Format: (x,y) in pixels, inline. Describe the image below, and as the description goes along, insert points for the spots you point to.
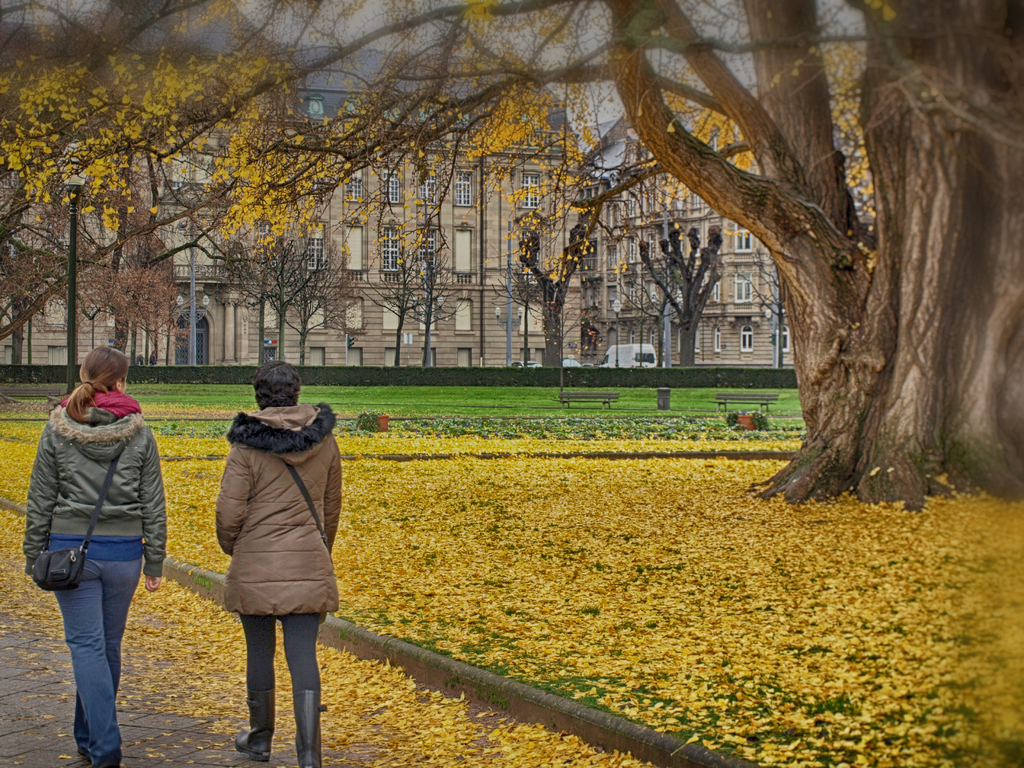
In this picture, this are two women (313,551) on the left side (242,520). And this is a big tree (593,197).
